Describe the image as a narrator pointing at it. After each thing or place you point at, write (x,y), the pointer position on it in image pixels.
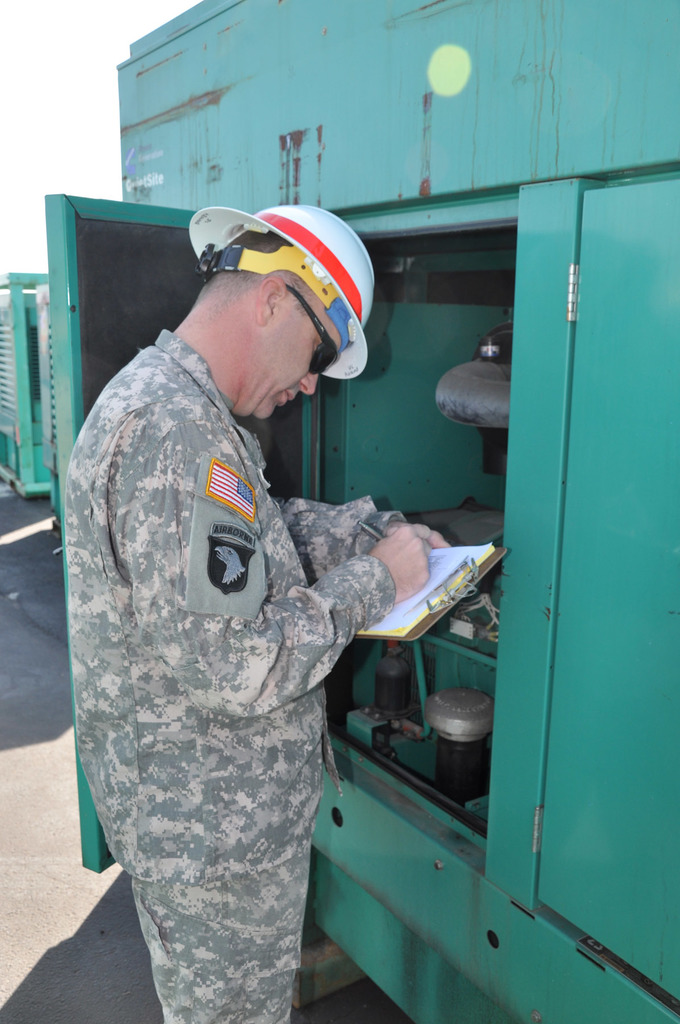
In this picture we can see a man (119,435) wore a helmet (323,267), goggles (306,308) and holding a pen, writing pad (436,580) with his hands (402,562) and in front of him we can see containers (96,274) on the ground (39,593), papers (445,569), some objects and in the background (23,88) we can see white color.
